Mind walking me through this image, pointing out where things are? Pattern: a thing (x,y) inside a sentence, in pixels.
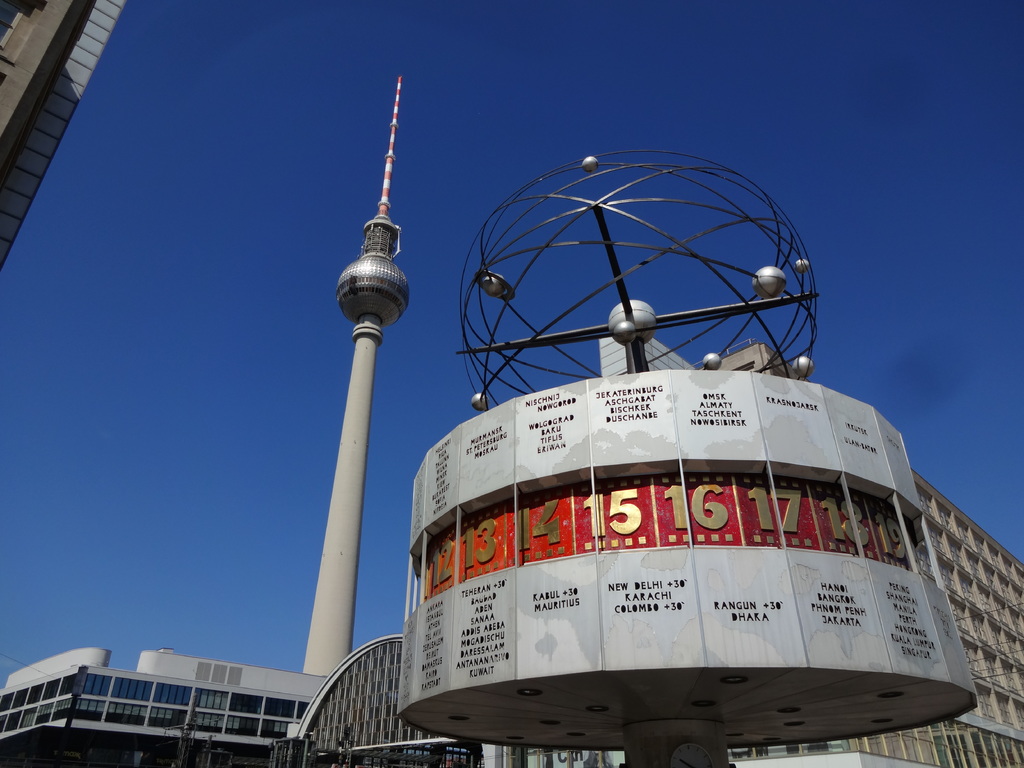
In this image I can see number of buildings (1023,754) and in the front (564,433) I can see something is written. On the bottom right side of the image (696,733) I can see a clock (691,753) on the pillar (673,734) and in the background (474,44) I can see the sky (923,150).
